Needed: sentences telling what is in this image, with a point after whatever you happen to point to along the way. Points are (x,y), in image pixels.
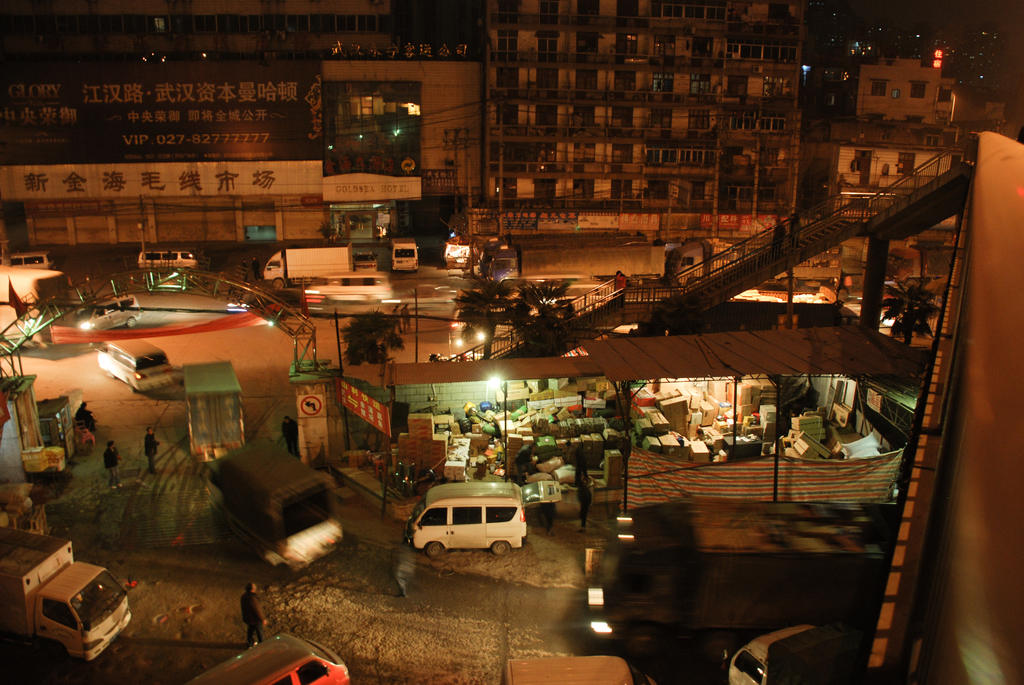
In this image we can see vehicles (106,580) and persons (151,450) are standing on the road (59,494), carton boxes (608,488), open sheds (721,465), poles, lights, railings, steps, trees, buildings (662,167), wires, name boards (229,125) on the walls (569,159), glass doors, windows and other objects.
